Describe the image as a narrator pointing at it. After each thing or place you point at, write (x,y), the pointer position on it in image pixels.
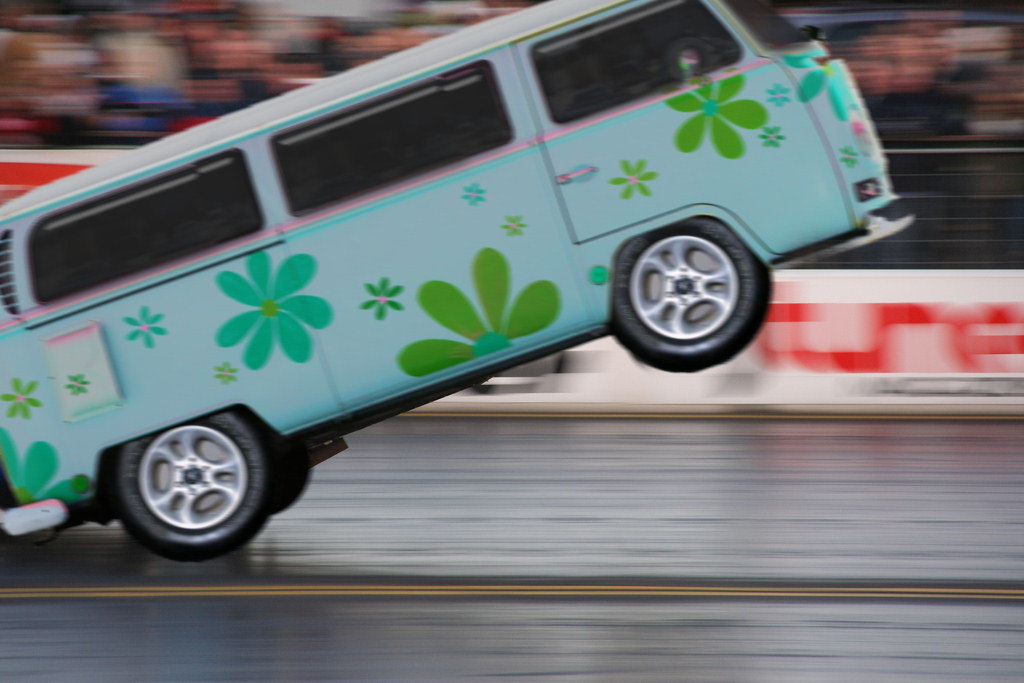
In this image in front (47,394) there is a vehicle (330,377) on the road (550,554). Behind the vehicle (702,285) there is a banner (915,345). There is a metal fence (979,242) and the background of the image (238,29) is blur.
